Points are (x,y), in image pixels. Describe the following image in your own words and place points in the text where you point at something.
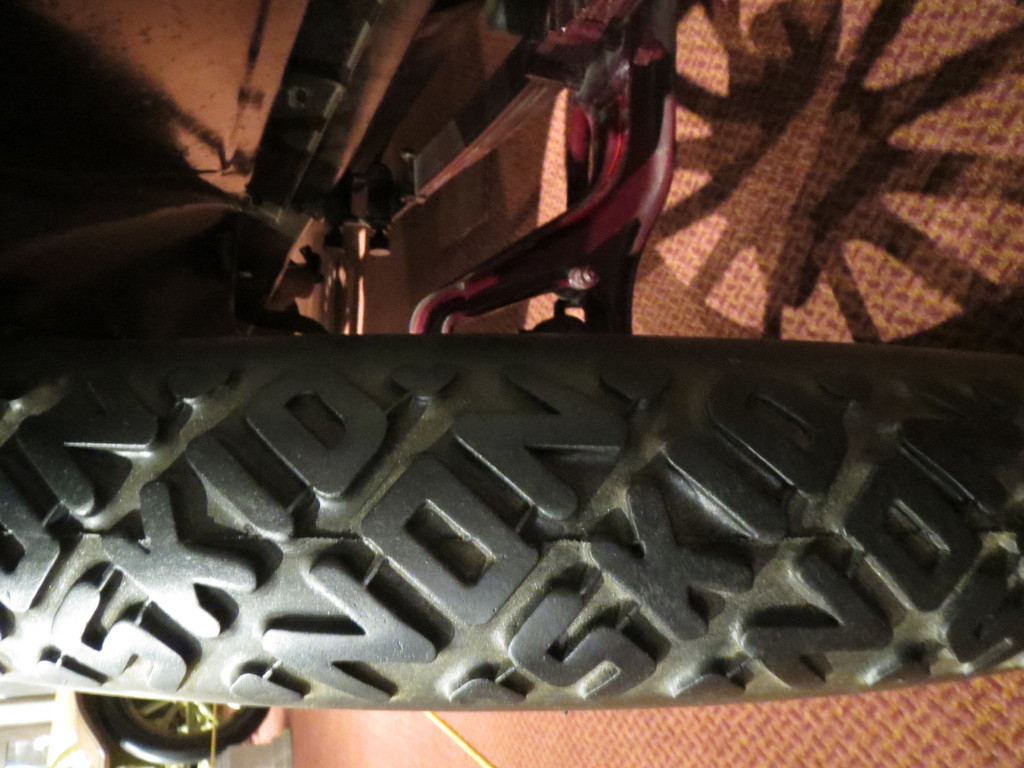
This is an unclear image with some objects (341,254) I can see a vehicle tire (136,751) at the bottom of the image (199,717). In the center of the image (558,369) it seems to be a rubber tire (15,558) with letters (669,611). In the top right corner (936,25) I can see a shadow (838,148) of a tire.
